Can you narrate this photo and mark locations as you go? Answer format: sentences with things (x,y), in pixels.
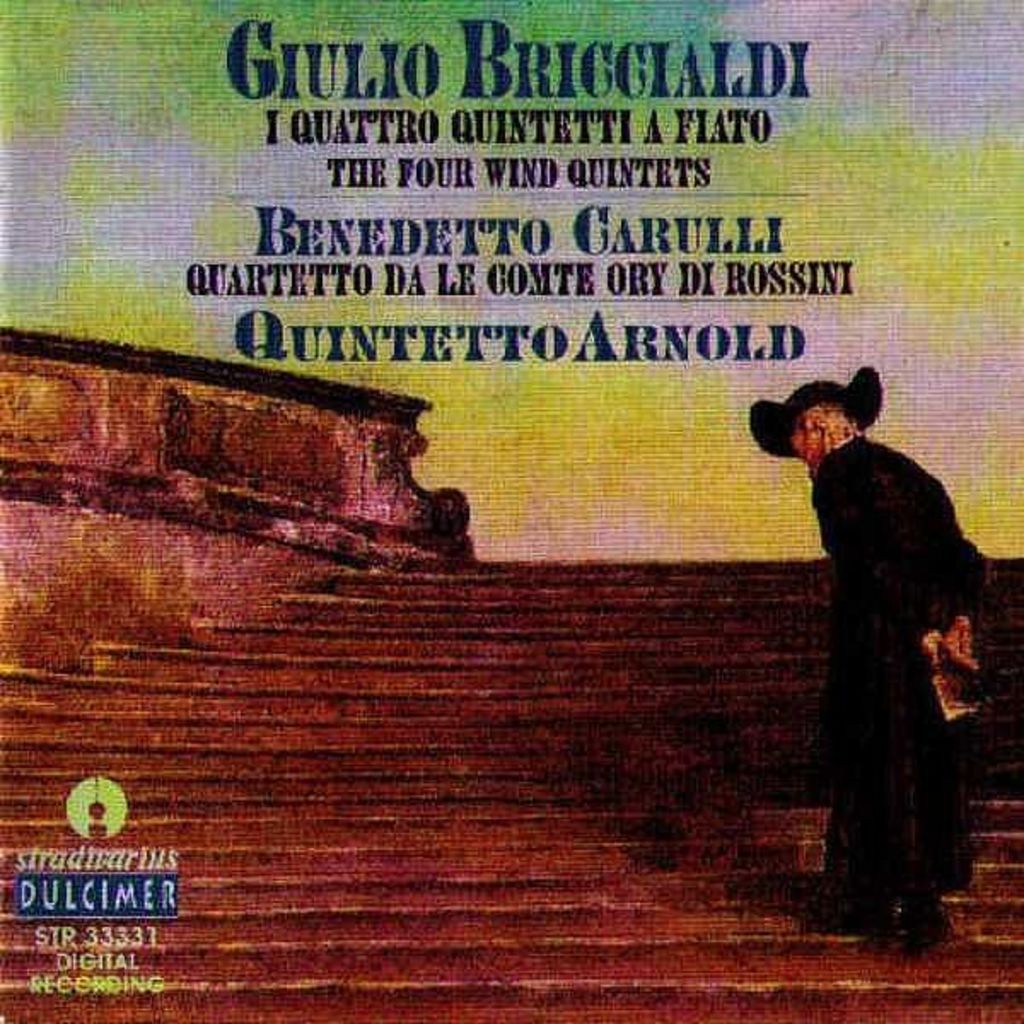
In this image, I can see a poster (845,728). There is a person (866,805) standing on the stairs (445,774). At the top of the image (495,287), I can see a text (544,360) written on the poster (435,617). At the bottom left corner of the image (46,902), there is a watermark (46,902).
